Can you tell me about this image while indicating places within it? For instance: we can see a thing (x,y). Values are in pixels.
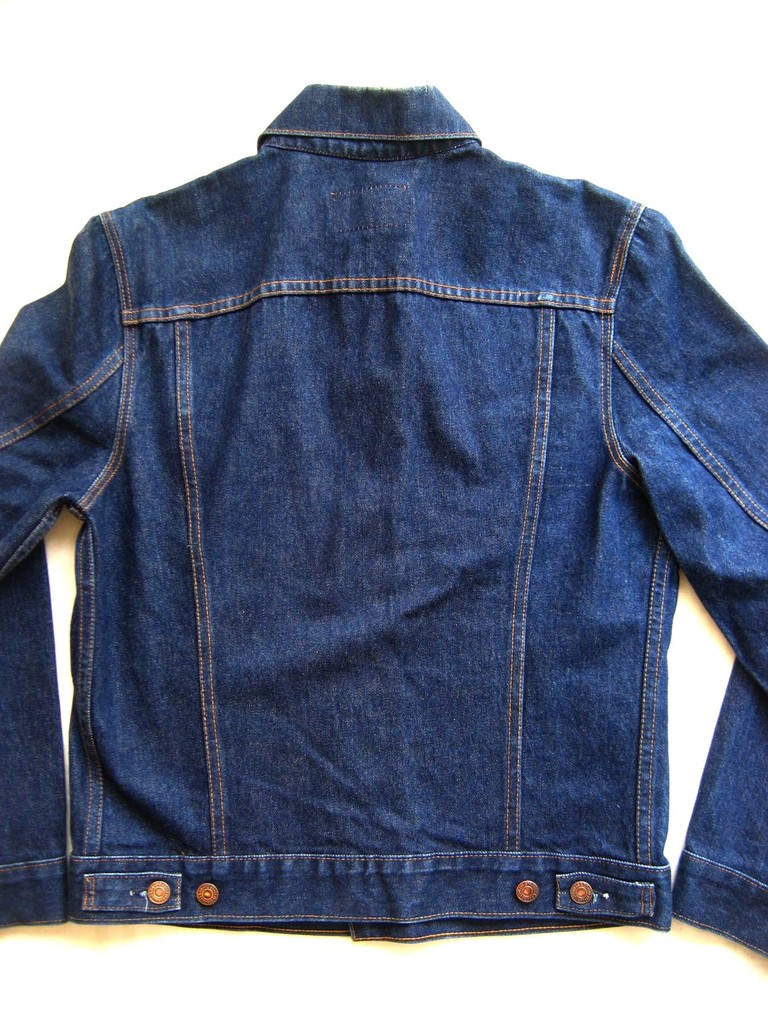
In the picture we can see blue color jacket (287,472).
